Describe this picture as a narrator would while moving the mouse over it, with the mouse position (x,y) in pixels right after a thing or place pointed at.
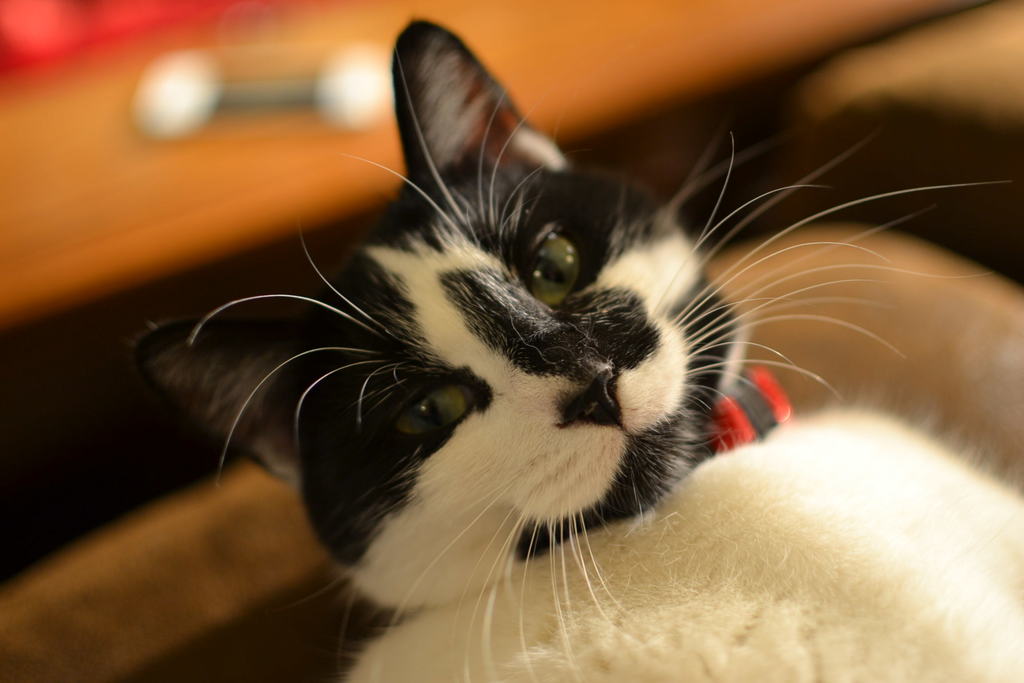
In this image there is black and white cat (950,549), in the background (915,57) it is blurred.
